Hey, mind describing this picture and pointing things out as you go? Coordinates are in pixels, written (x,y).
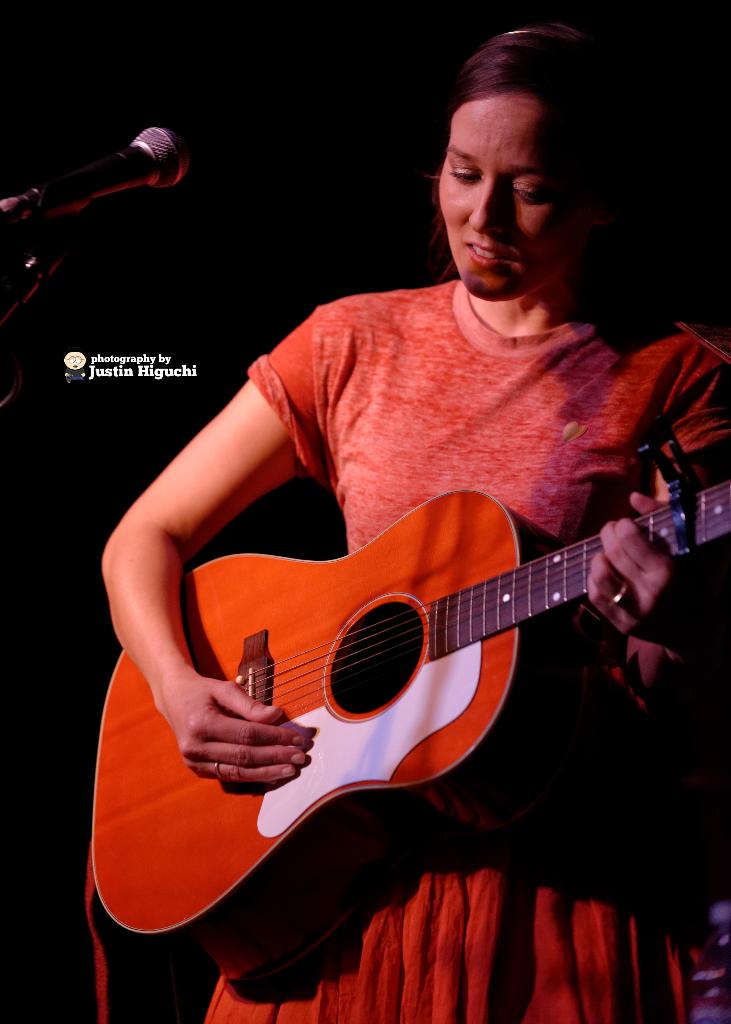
In this image there is one woman (499,322) standing and she is holding a guitar (509,579) it seems that she is singing. On the top of the left corner (151,156) there is one mike (112,173).
